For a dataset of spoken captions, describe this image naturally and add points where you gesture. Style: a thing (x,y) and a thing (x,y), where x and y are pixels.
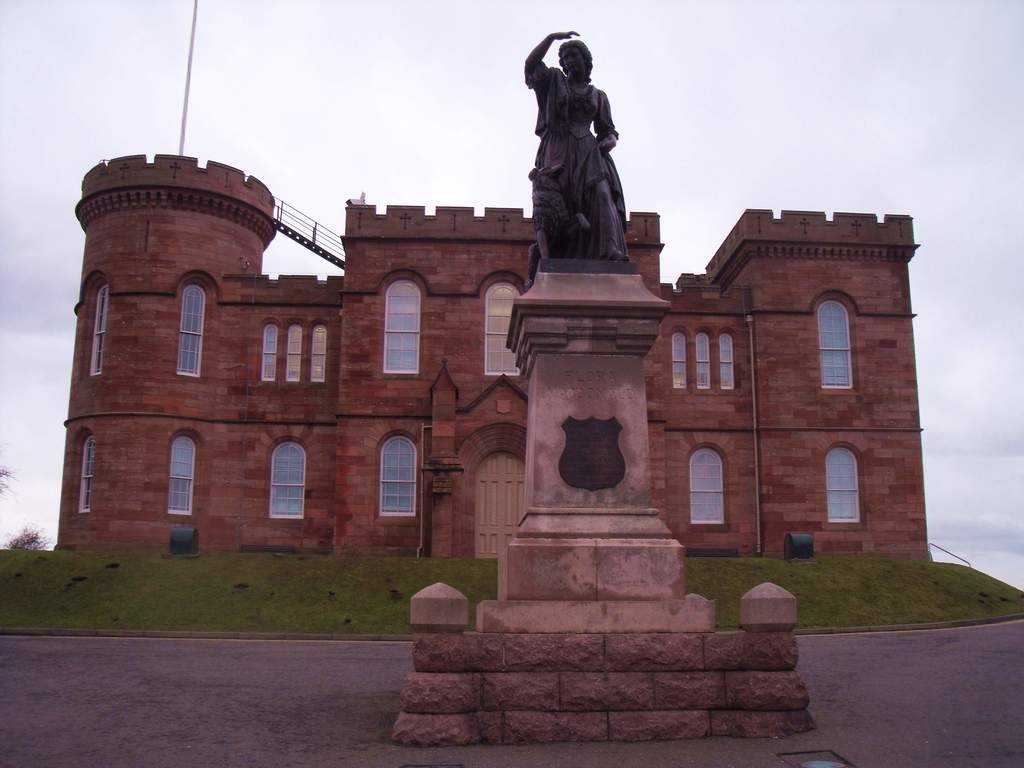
In this image I can see a building (746,388), windows (840,382), green grass (28,563) and the statue (605,118) in black color. The sky (739,114) is in blue and white color.
